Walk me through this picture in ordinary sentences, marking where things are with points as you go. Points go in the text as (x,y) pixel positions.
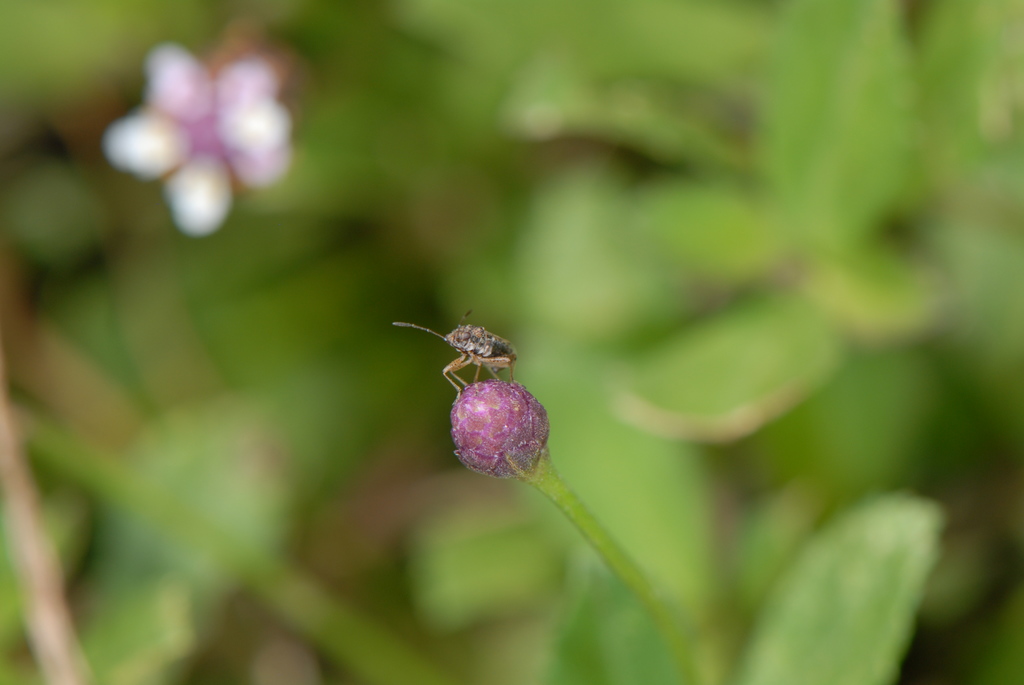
In this image, we can see an insect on a flower (545,437). There is greenery (352,266) in the background (371,235).
